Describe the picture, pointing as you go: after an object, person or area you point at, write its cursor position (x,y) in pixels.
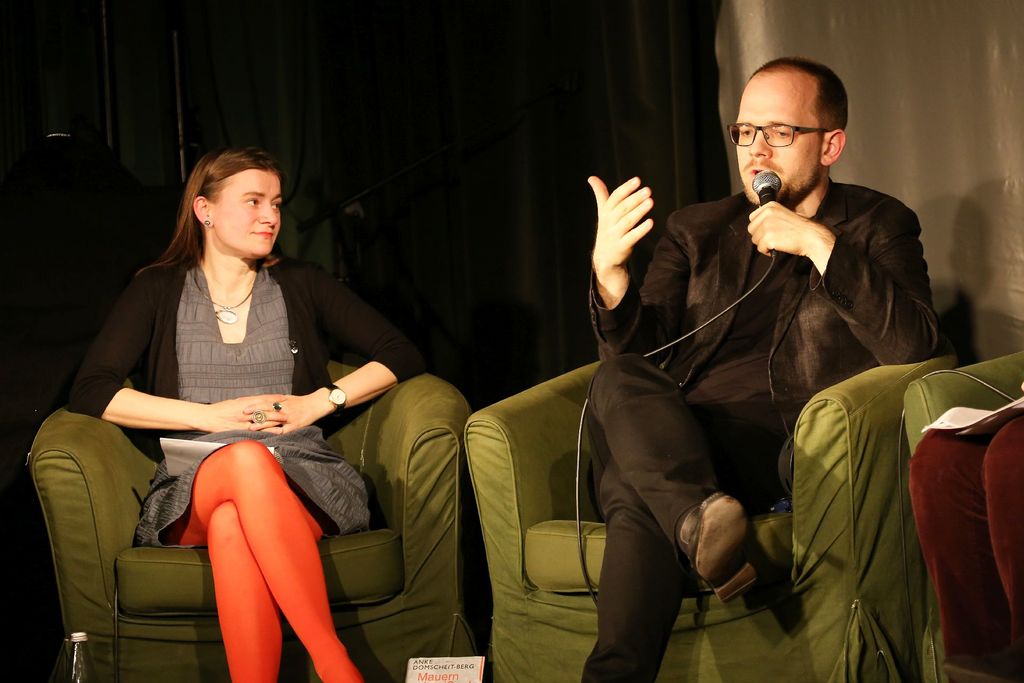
In the left side (250,647) a beautiful woman (245,458) is sitting on the sofa (385,472), in the right side (695,438) a man (658,435) is sitting on the sofa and talking in the micro phone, he wore a black color dress (803,343).
